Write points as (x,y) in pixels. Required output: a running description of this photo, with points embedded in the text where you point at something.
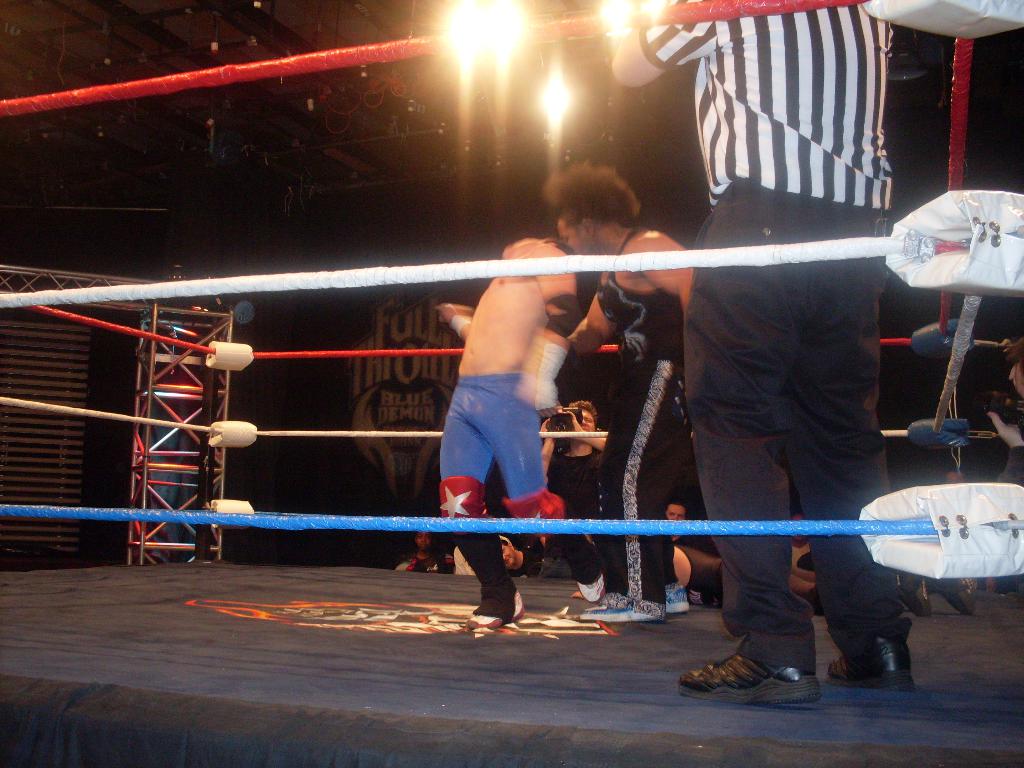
At the top (516,34) we can see the lights (557,117) and its dark. In this picture we can see men (476,430) on the platform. We can see both men (636,405) fighting. Far we can see people (570,457) and a man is holding a camera (573,411) and recording. Far we can see hoarding (434,344), stand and wooden poles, it seems like a window blind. We can see colorful ropes (585,432) around the platform (174,581) with some white objects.
